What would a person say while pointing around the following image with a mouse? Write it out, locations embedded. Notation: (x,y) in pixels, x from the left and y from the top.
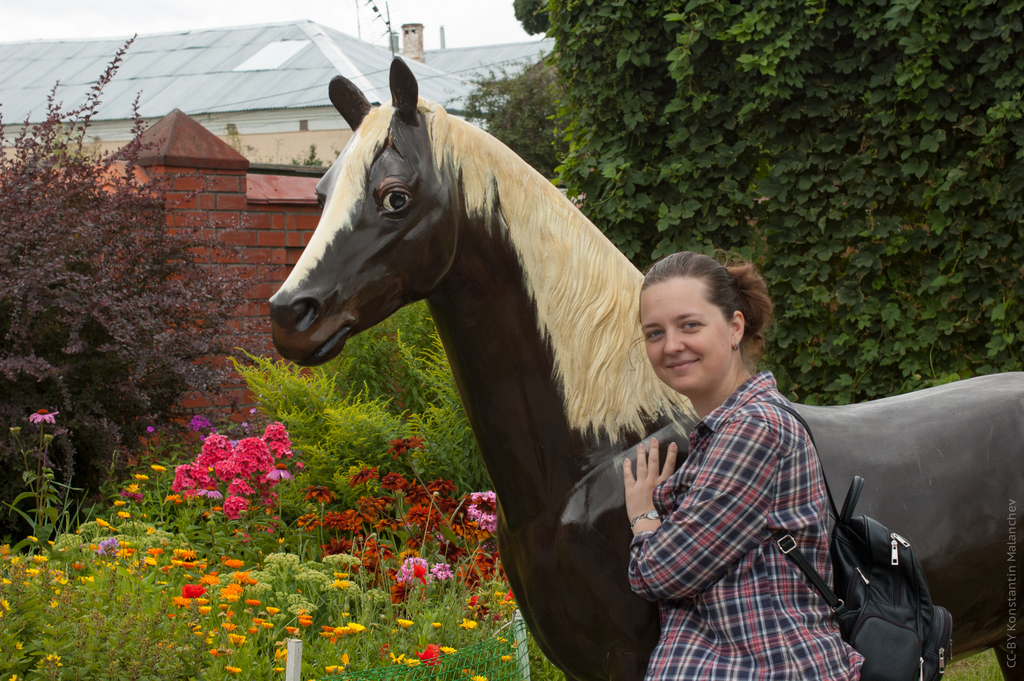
In this image I can see a woman (725,487) standing near the artificial horse (435,259). In the background (262,479), I can see the flowers (249,480) and trees (88,422).
